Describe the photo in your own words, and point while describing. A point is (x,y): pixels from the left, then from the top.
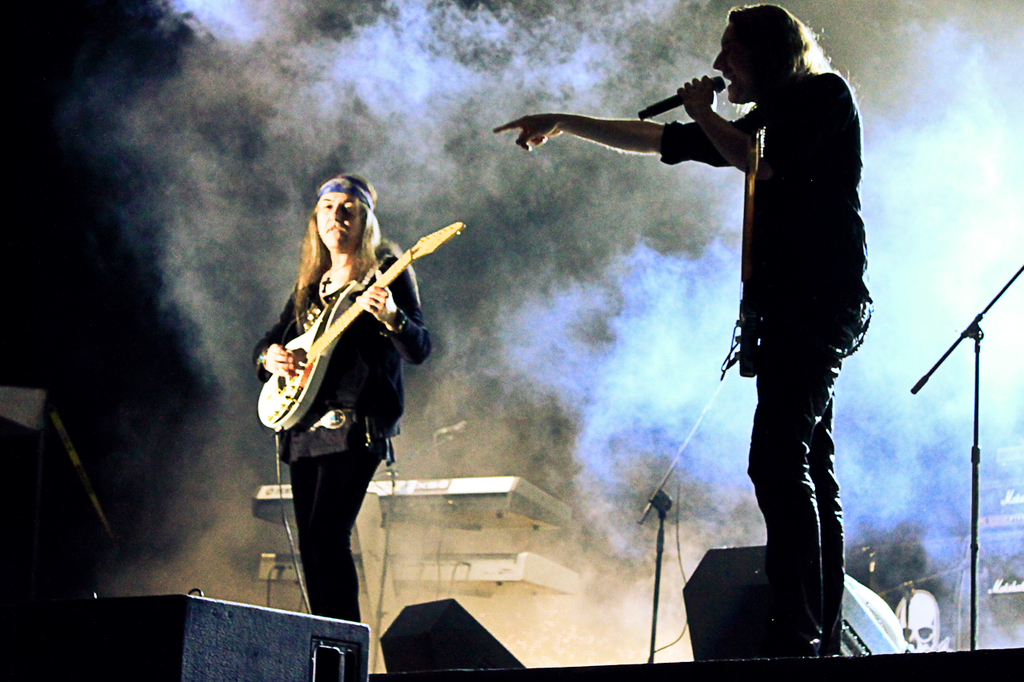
There are two members (360,426) on the stage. One guy (722,123) is singing with a mic (673,107) in his hand (688,100) and the other one (343,347) is playing a guitar (331,344) in their hands (288,367). In the background (440,550) there are some musical instruments (521,570) and a smoke (478,213) here.
